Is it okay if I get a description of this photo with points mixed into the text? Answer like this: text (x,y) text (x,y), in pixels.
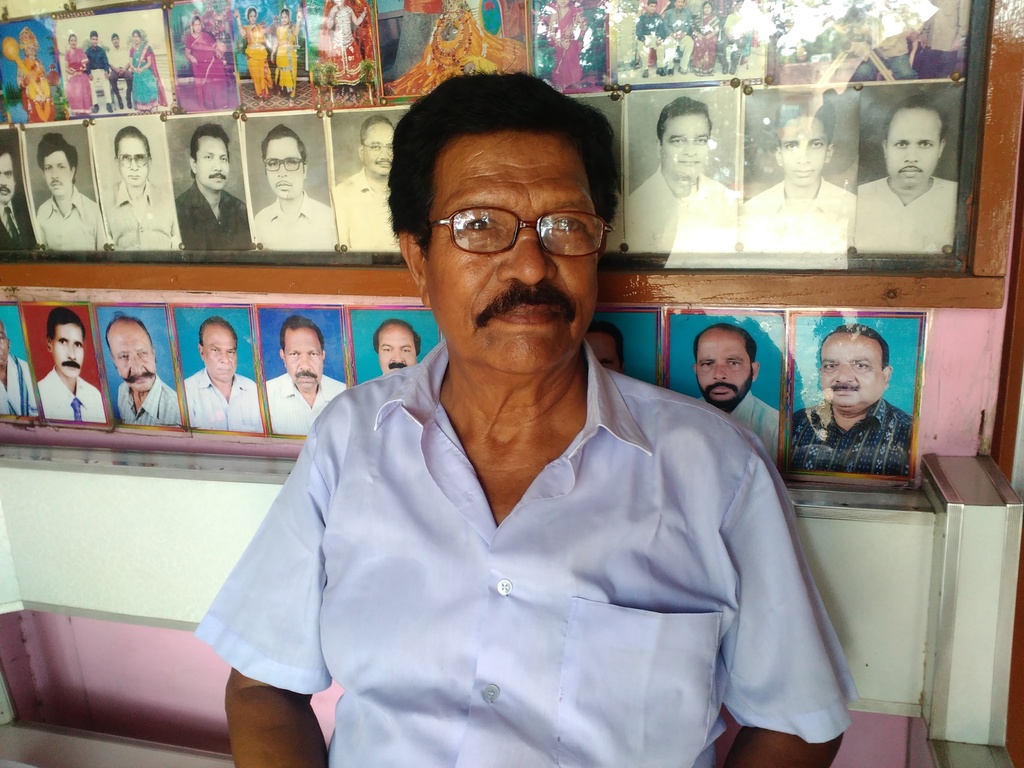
In this image we can see a man (627,503) is sitting, he is wearing the blue shirt (468,558), at the back (325,58) there are many photo frames (672,242) on the wall (21,668).
